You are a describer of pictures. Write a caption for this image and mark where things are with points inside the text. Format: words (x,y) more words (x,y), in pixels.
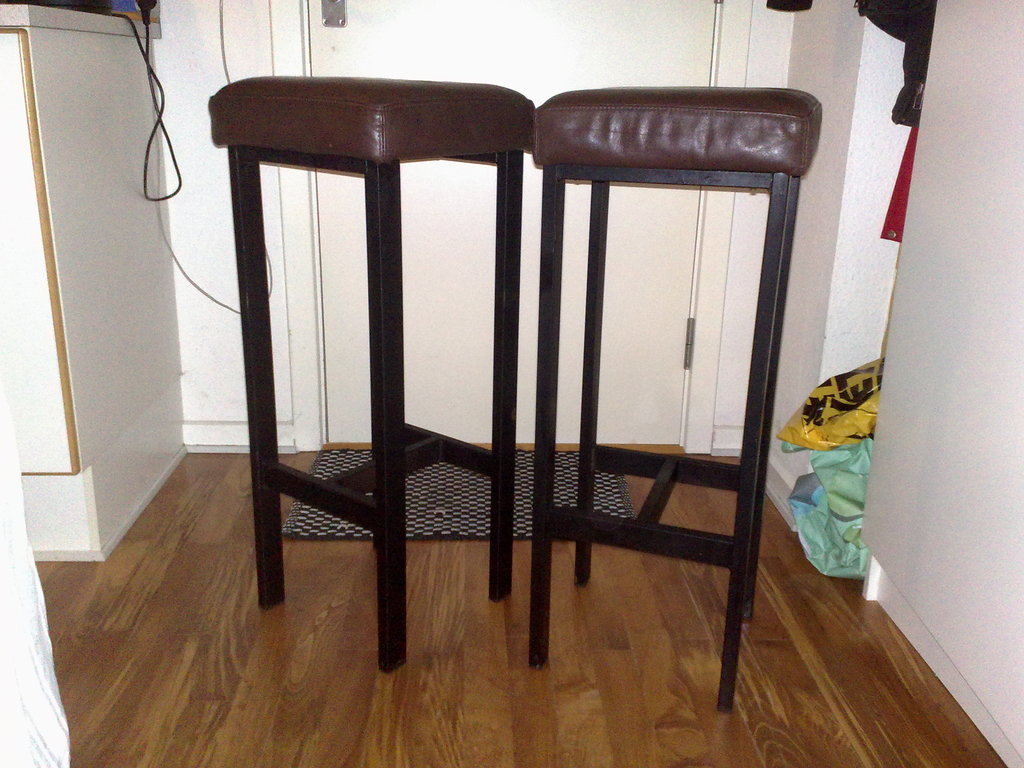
In this image I can see two stools (471,457) on the floor (488,662). In the background (353,49) I can see a door (440,4), cabinet (115,120) and a wire (145,174). This image is taken may be in a room (315,512).
